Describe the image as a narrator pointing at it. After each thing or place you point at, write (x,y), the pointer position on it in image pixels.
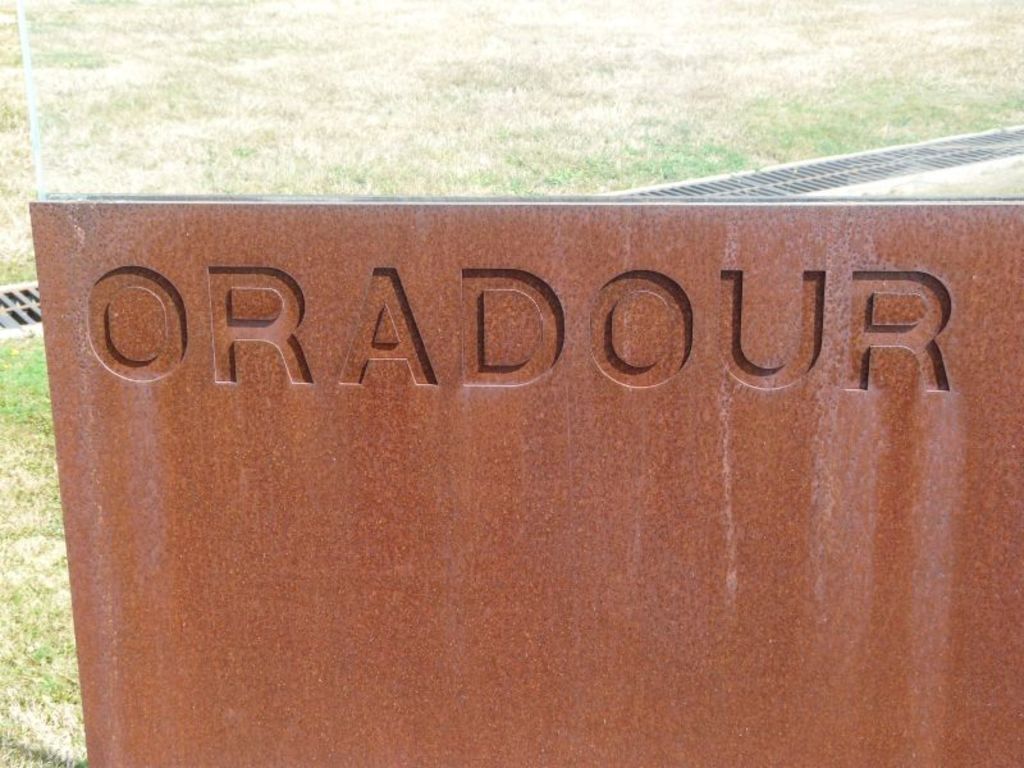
This image is taken outdoors. In the middle of the image (537,337) there is a board (236,344) with a text (222,331) on it. In the background (258,140) there is a ground (763,145) with grass (496,96) on it.
